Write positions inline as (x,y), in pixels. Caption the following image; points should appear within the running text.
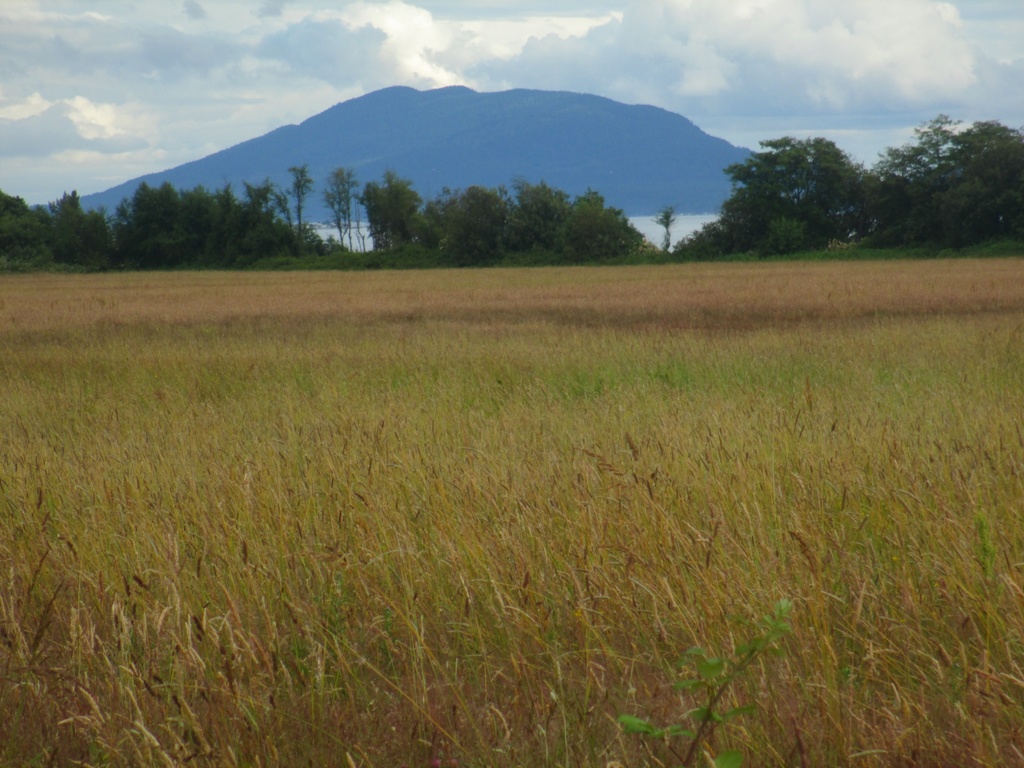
In this image we can see some trees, grass (391,579), water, mountains (648,154) and plants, in the background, we can see the sky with clouds (779,55).
